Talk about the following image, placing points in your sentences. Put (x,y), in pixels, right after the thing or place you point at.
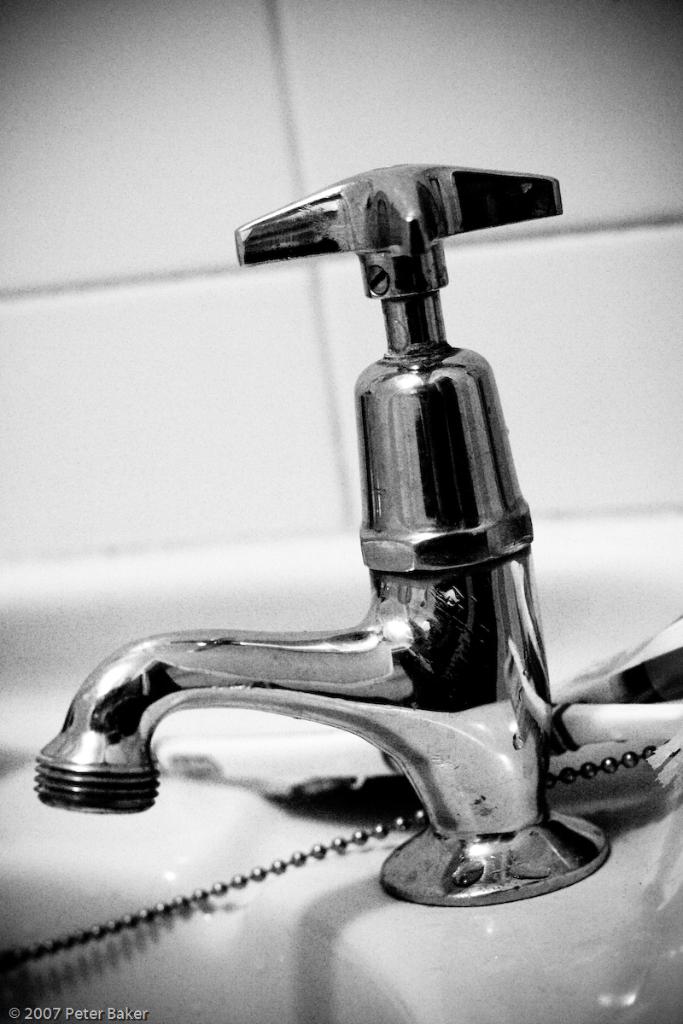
In the foreground of this image (468,656), there is a tap (425,574) on a white surface (347,926) and also there is a chain (378,831). In the background (151,310), there is a tile wall (151,310).
